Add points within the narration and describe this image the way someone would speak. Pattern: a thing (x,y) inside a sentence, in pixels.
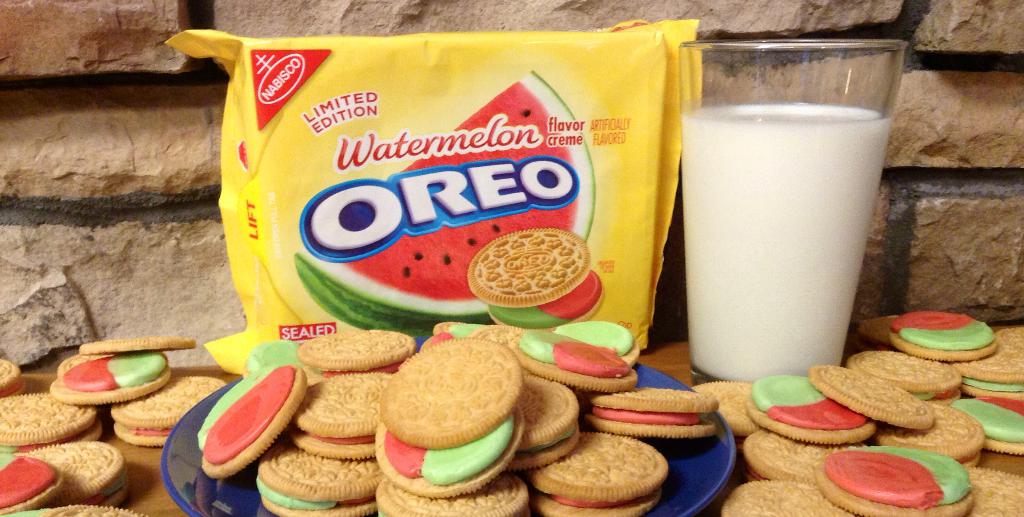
In this picture I can see the Oreo biscuits (402,342) and package (558,159) on the table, beside that I can see the milk glass (784,137). At the bottom (591,491) I can see some biscuits (450,457) in a blue color plates (261,512). This table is placed near to the wall (46,352).
